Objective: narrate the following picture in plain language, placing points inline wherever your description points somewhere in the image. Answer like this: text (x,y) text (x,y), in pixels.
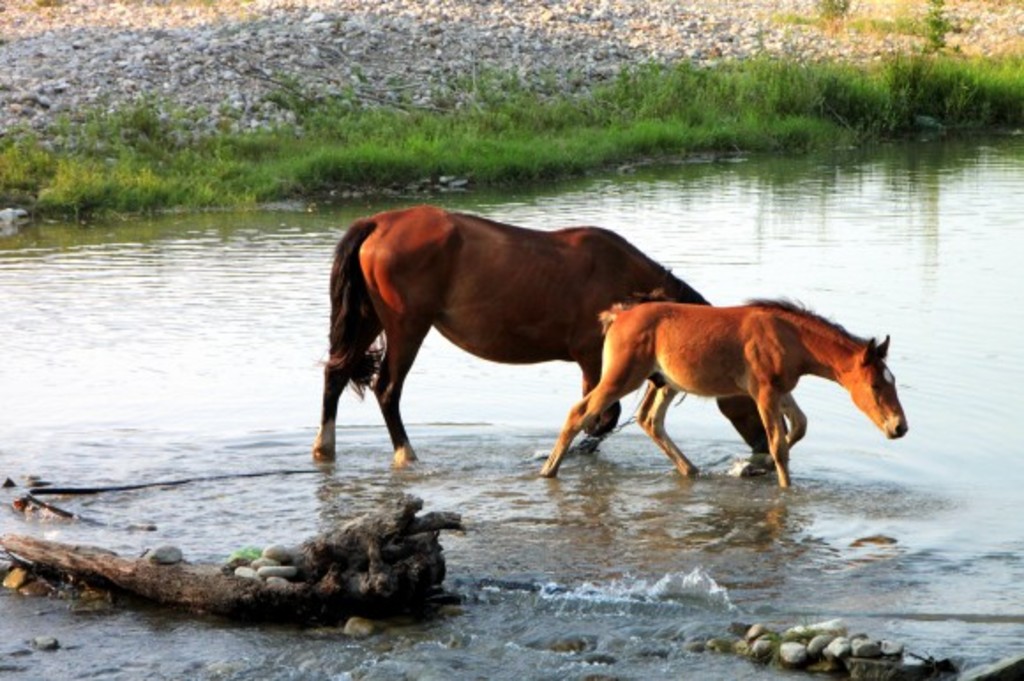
In this image there are two horses (345,285) standing in the water (597,462), and at the background (793,138) there are rocks (850,2), grass (536,116).
